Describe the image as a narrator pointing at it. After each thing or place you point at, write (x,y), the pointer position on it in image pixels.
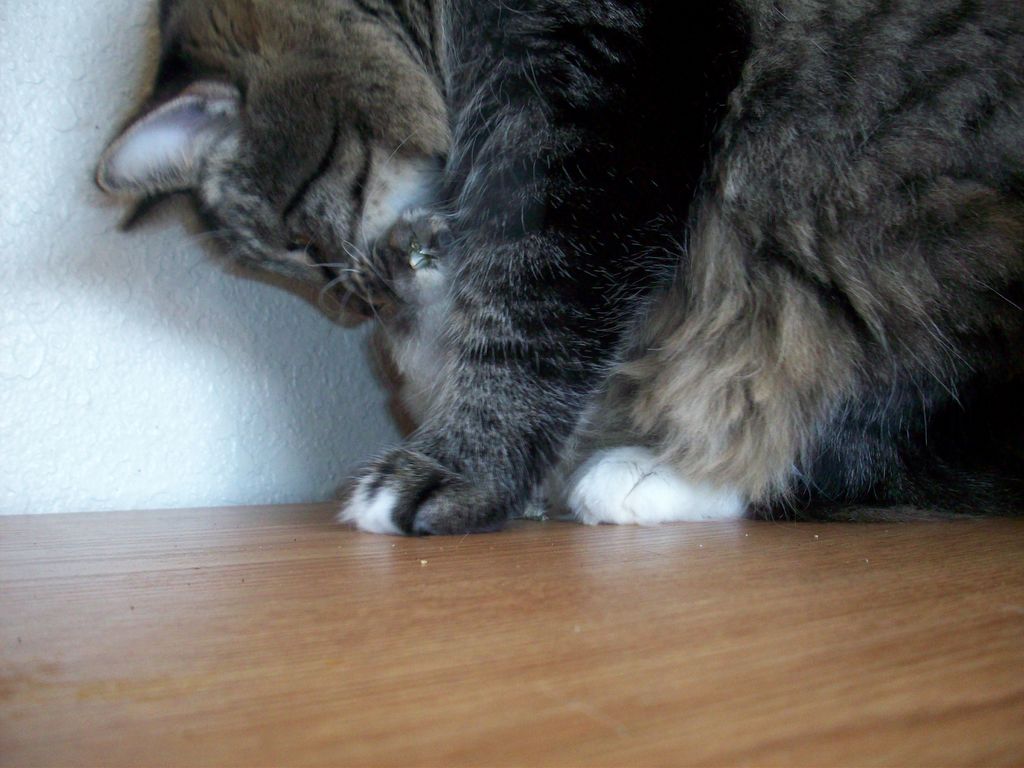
In this image, I can see a cat (487,529) on the wooden floor (211,681). In the background (92,421) there is a wall (55,323).
